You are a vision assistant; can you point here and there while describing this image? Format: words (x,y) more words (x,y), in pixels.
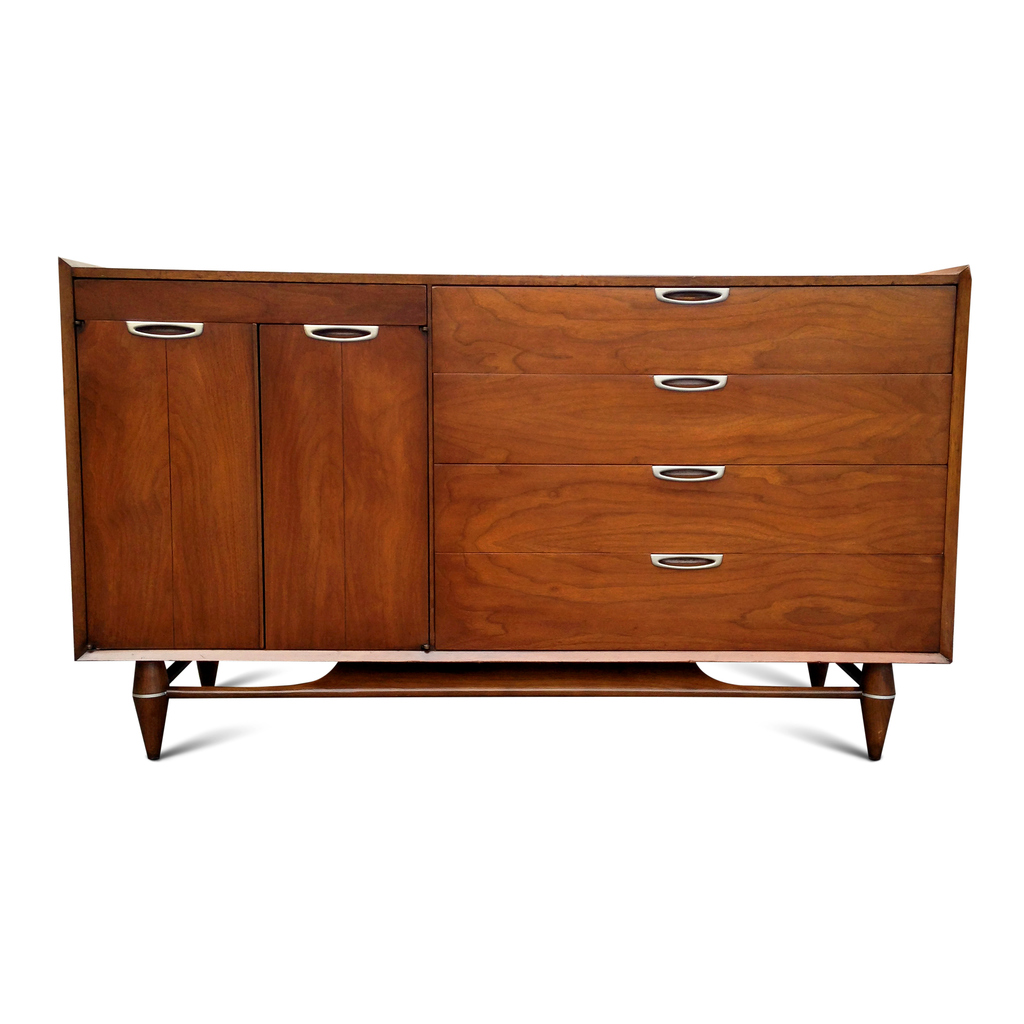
In this picture we can see wooden box (547,471).
